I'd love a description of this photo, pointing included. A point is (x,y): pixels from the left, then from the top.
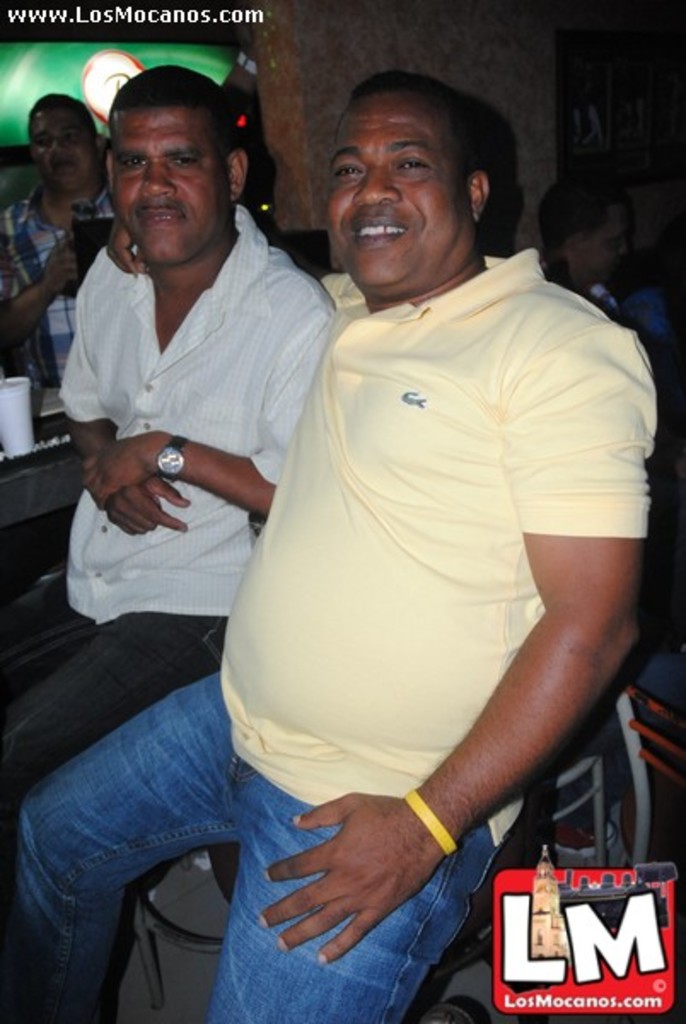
In this picture we can see two persons (239,635) sitting on the chair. He is in yellow color t shirt (419,600). He wear a watch (181,464). And even we can see one more person (59,202) standing here. This is the table (63,507) and there is a glass (27,407) on the table (66,490). This is the wall (471,45).
